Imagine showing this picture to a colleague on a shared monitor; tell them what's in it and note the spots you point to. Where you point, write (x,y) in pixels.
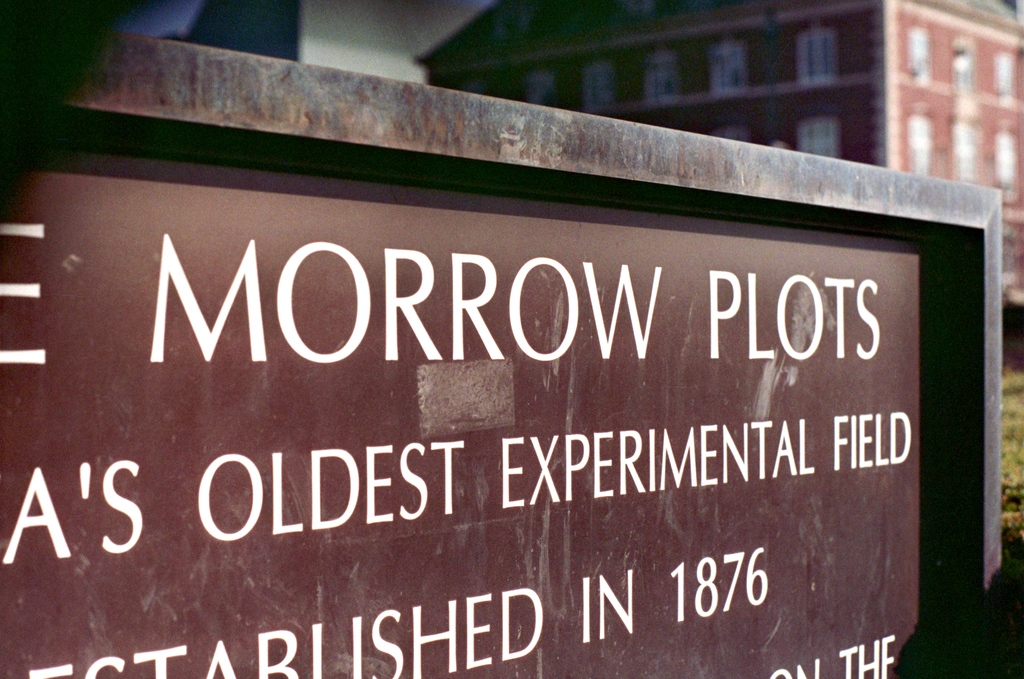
In this picture there is a building (934,123). In the foreground (718,213) there is text (701,462) on the board (492,462). On the right side of the image (1014,335) it looks like a tree (994,639).
